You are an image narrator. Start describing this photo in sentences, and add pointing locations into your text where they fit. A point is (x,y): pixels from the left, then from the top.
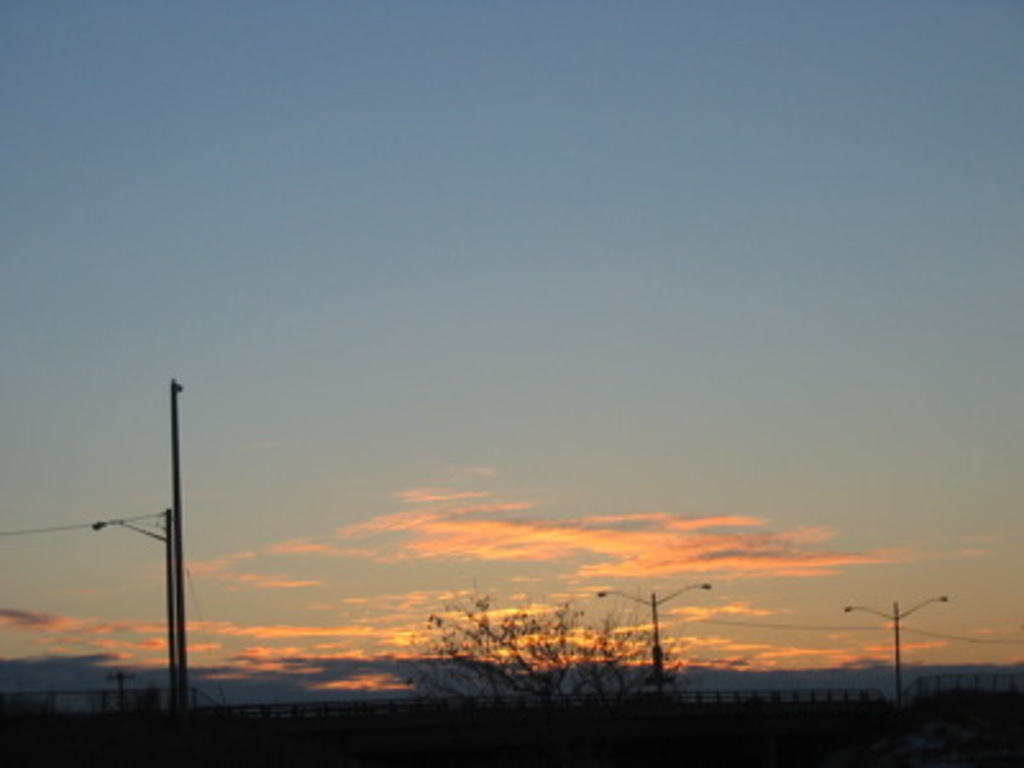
This picture is clicked outside the city. At the bottom of the picture (111,698), we see trees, fence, street lights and a pole (171,542). At the top of the picture (434,193), we see the sky (420,382), which is blue in color.
